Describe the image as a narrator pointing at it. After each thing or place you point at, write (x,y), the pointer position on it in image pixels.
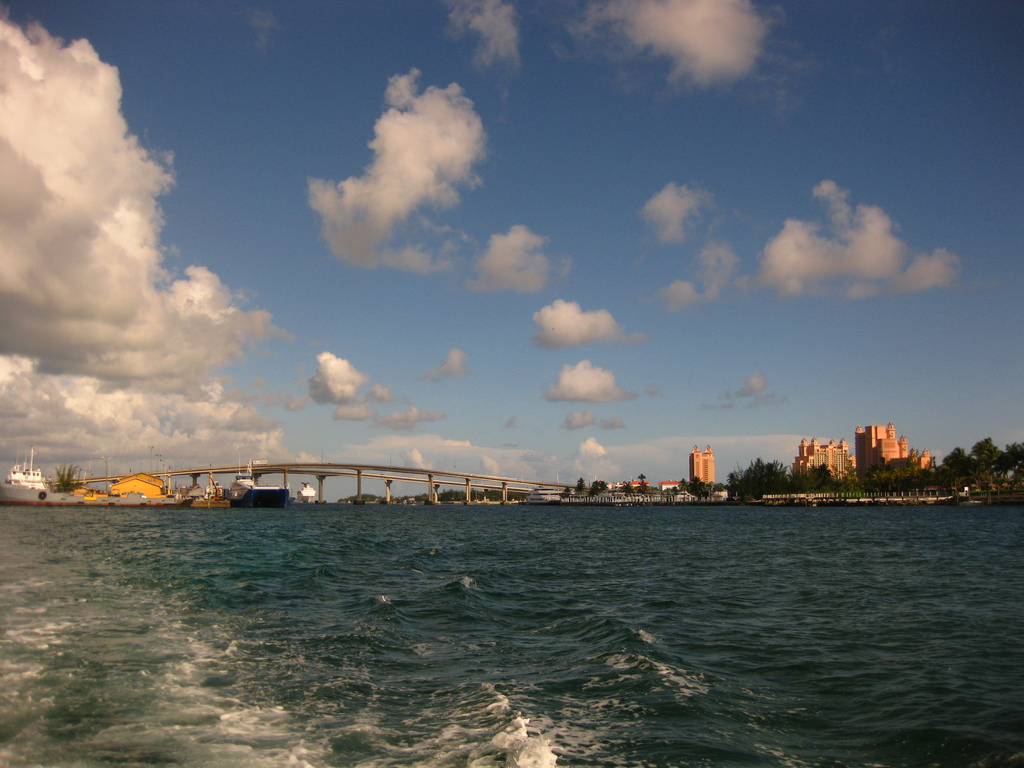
In this picture we can see boats (129,501) above the water (465,614). In the background of the image (405,492) we can see bridge (432,477), trees (759,497), buildings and sky (352,381) with clouds (319,371).
